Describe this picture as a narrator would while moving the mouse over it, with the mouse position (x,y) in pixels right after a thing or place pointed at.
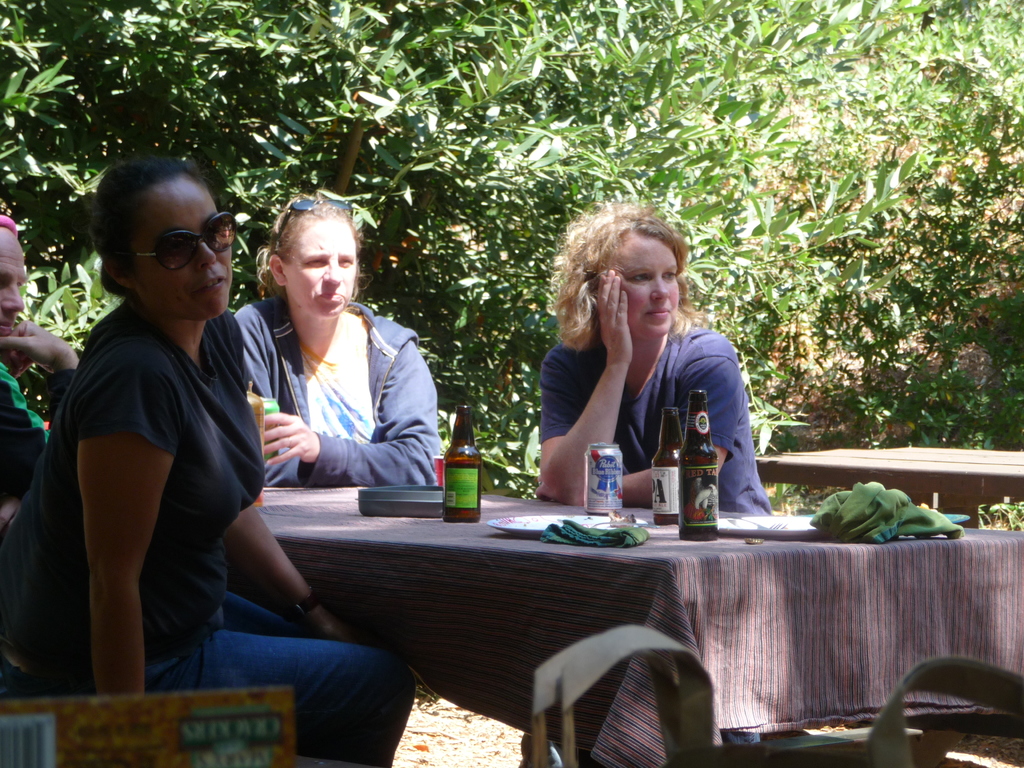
In this image I can see four people (415,359) are sitting in front of the table (539,603). On the table (662,550) there are bottles (691,478), tin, plates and the cloth (856,531). Among these people (257,472) one person (143,266) is wearing goggles (143,254) and another one (286,287) is wearing the jacket (399,429). The table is covered with the sheet (750,621). There is a board (187,712) to the right of the woman (103,492). In the back (556,108) there are trees (648,121).
